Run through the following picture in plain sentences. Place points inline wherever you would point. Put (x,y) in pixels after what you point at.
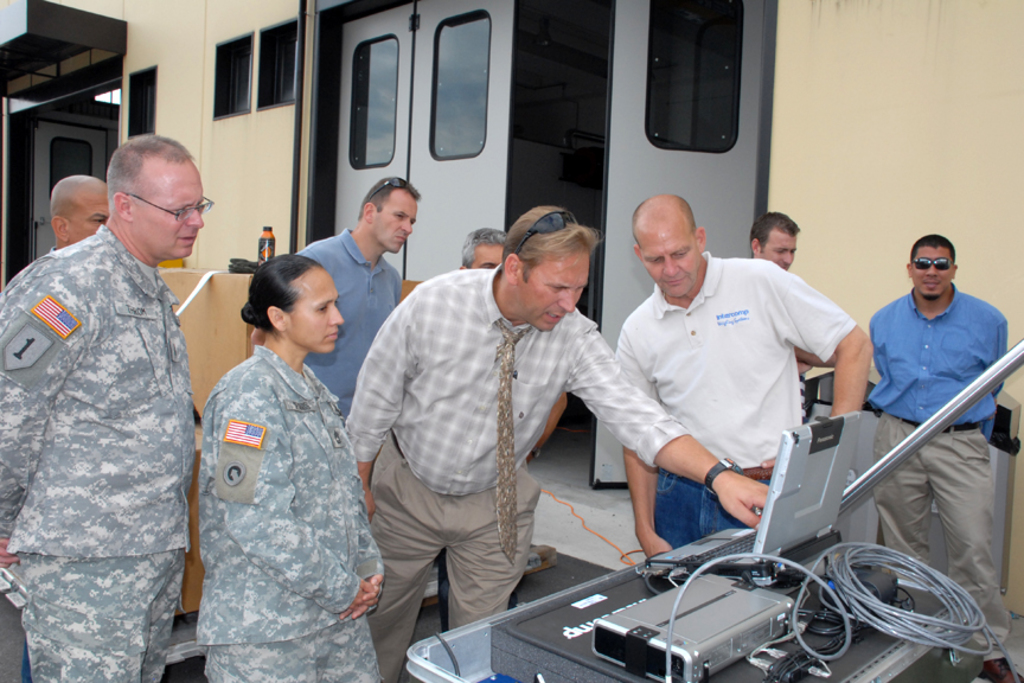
In this image there are a few people (483,291) standing, in front of them there is an object (463,654) placed, in which there is a laptop (775,520) and few objects (757,618) on it. In the background (1023,114) there is a building (305,126) and there are few objects (204,365) are placed on the surface (181,614).
